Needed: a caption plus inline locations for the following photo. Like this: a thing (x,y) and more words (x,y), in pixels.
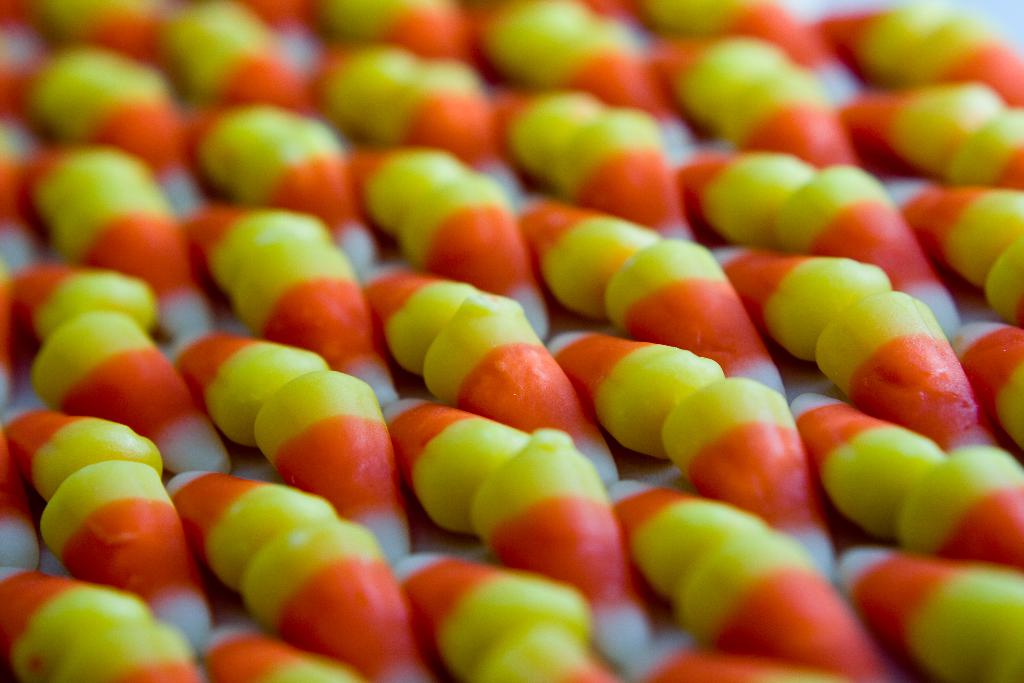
In this image we can see colorful candies (493,479).
